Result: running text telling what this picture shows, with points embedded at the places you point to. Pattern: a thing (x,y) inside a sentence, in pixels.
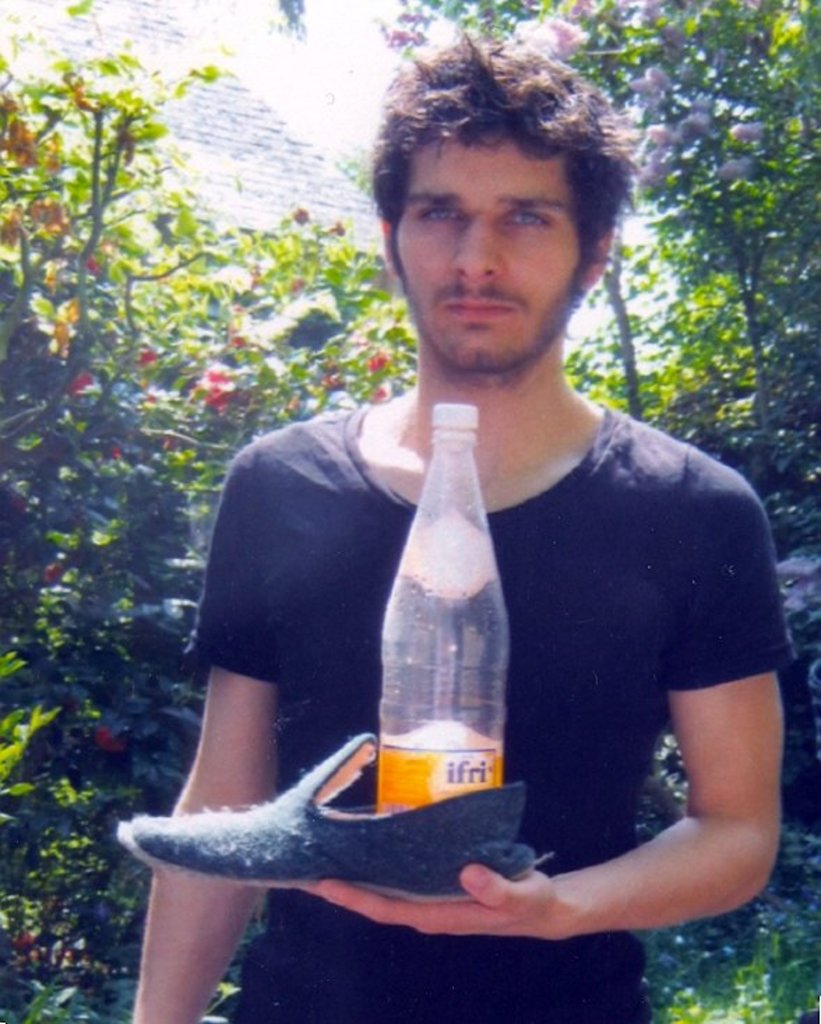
a person (576,730) is standing wearing a black t shirt (552,822). he is holding a shoe (214,813) in his hand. in the shoe (446,812) there is a bottle (455,612). behind that there are trees (86,351).
